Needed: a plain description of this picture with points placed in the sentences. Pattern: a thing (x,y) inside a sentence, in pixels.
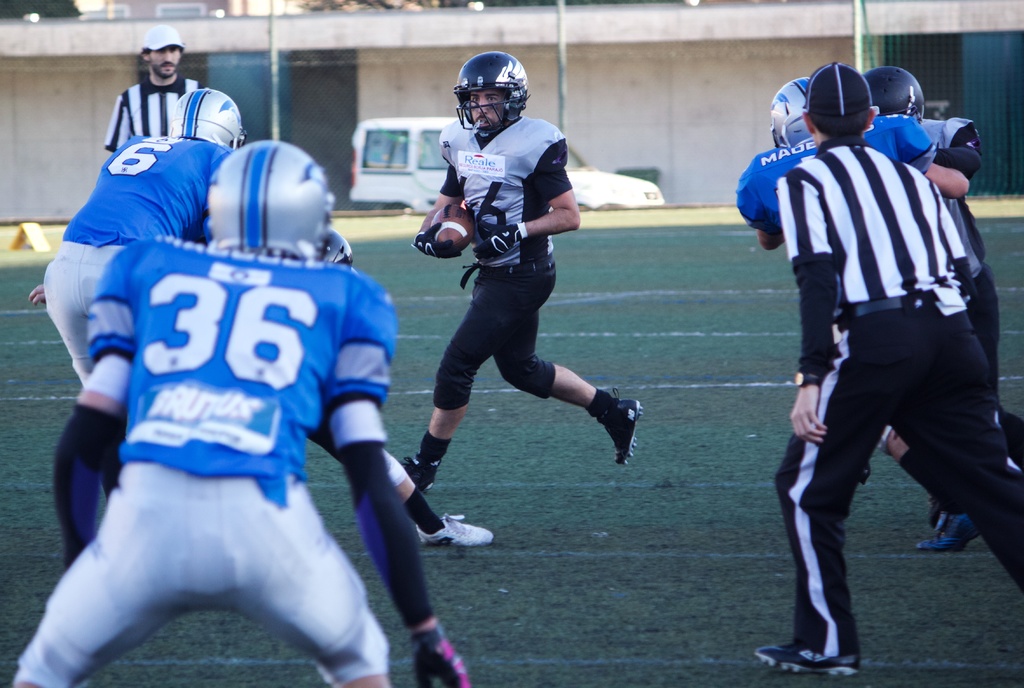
In this picture there are few persons (344,375) standing on a greenery ground (402,369) and there is a person (482,270) wearing grey dress (514,188) is holding a ball (464,212) in his hands (442,249) and there is a fence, vehicle (435,180) and some other objects (396,107) in the background (401,132).
